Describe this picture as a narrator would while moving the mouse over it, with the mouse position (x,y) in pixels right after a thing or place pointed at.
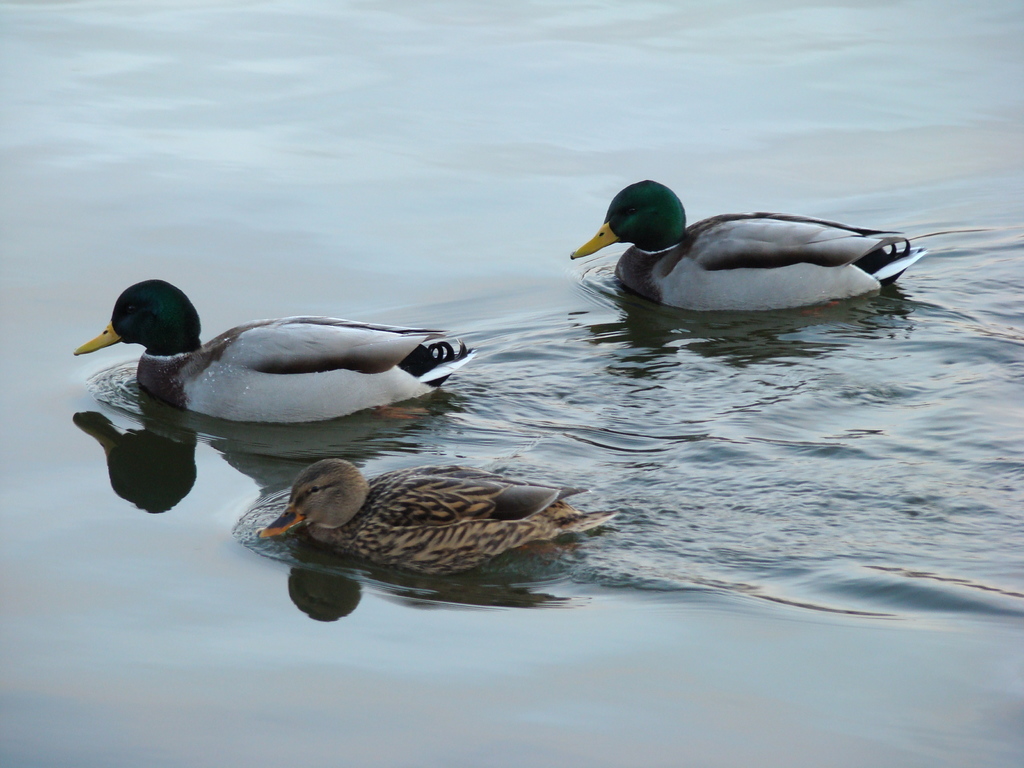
In the image there are ducks (380,369) swimming in the water (317,604).
